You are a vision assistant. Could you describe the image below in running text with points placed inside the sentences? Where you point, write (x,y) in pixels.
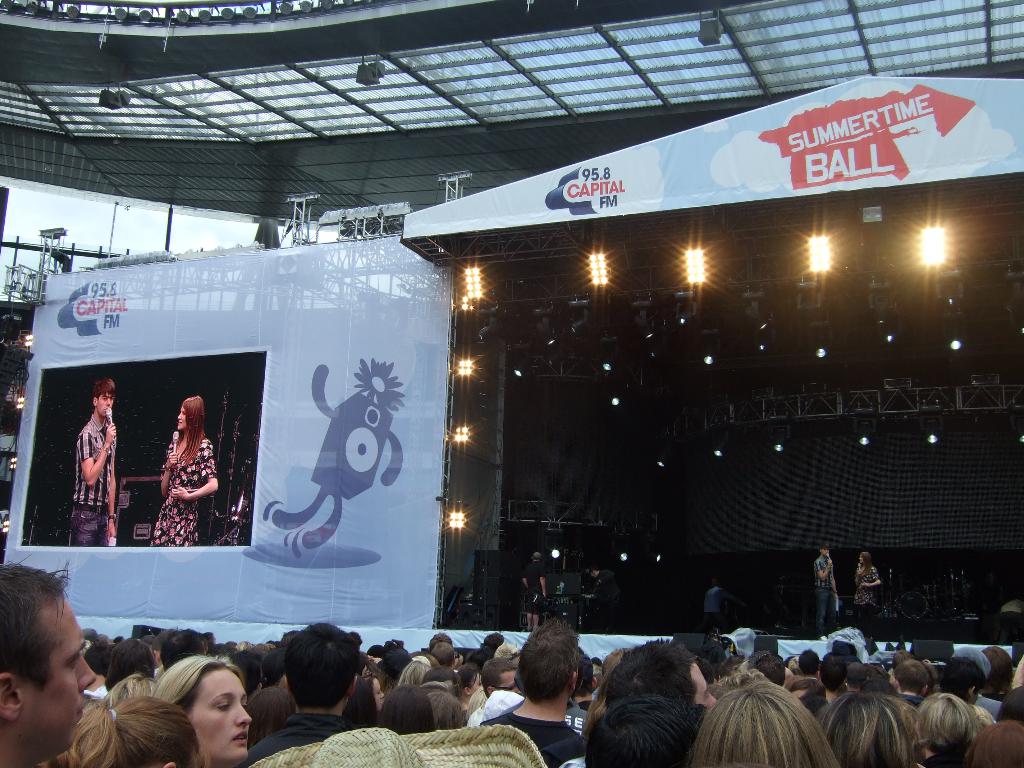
In this image I can see stage (639,546), on the stage (730,546) I can see two persons (835,585), at the bottom (36,724) I can see crowd of people (164,657) at the top I can see lights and roof (220,136) and on the left side (121,402) I can see a screen (135,439) and, on the screen (214,389) I can see one woman (165,479) and man (112,447) holding mike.
